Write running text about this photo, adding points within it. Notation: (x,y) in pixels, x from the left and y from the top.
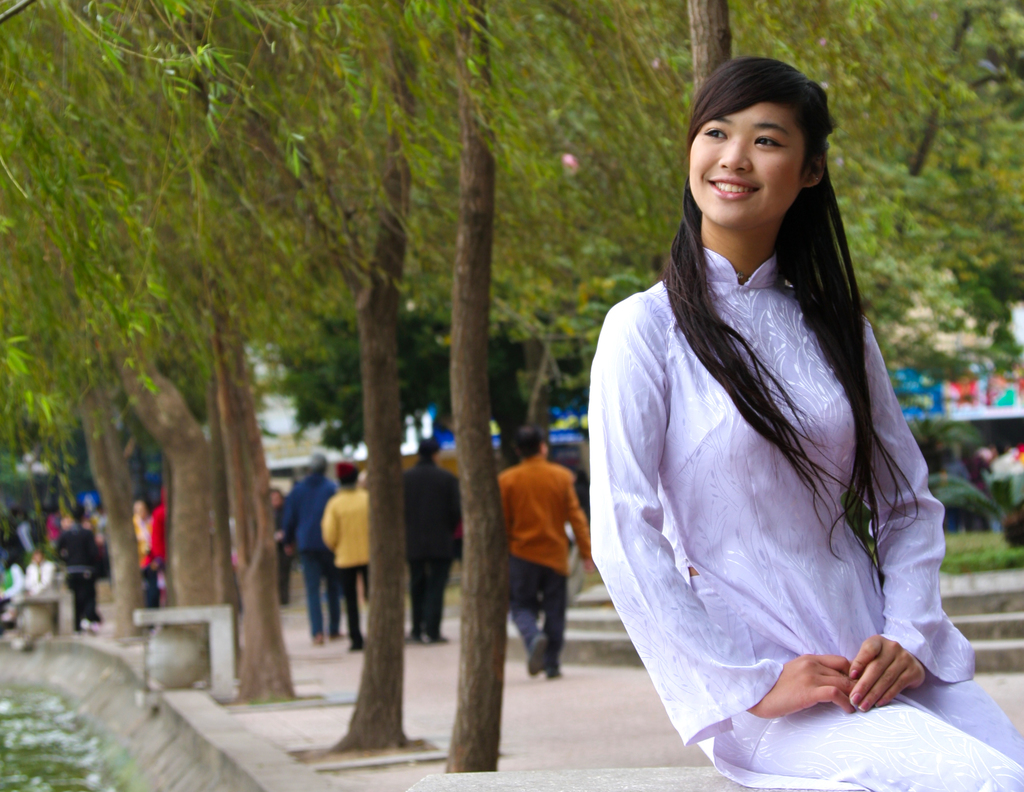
In this image in front (836,401) there is a person (828,388) sitting on the platform (685,767) and she is smiling. Behind her there are a few other people (424,519). On the left side of the image (36,740) there is water (65,739). On the right side of the image (1013,653) there are stairs (988,642). There are trees (549,168). In the background of the image (951,414) there are banners (946,394).
